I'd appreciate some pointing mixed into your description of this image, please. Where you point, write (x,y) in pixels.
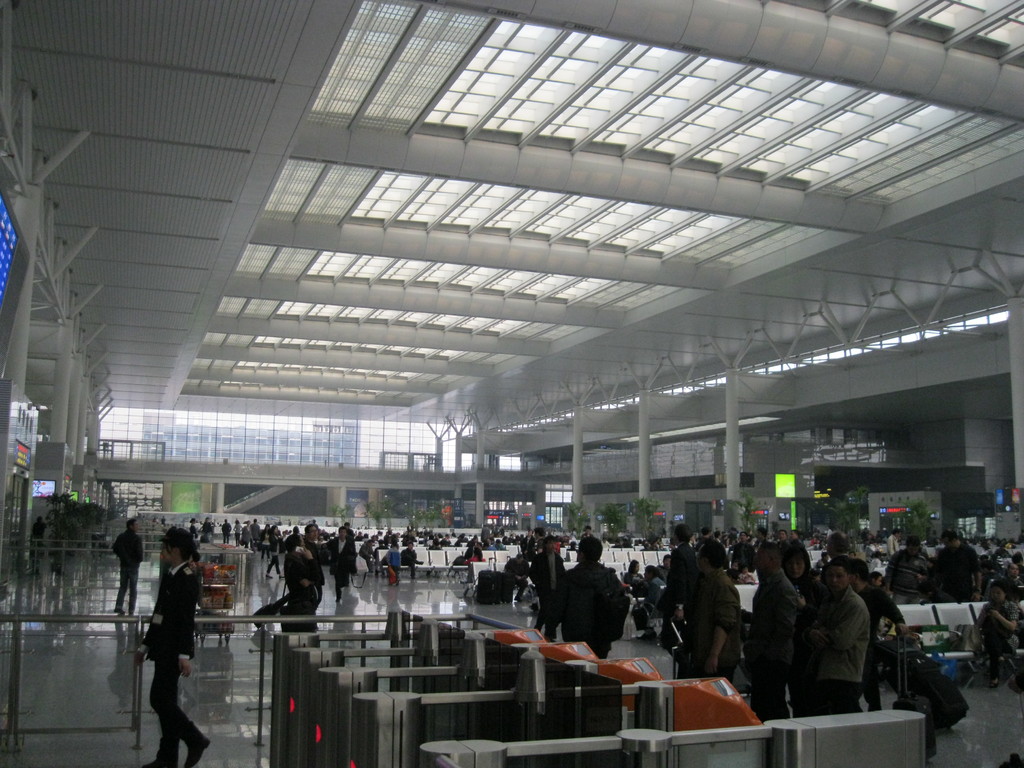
On the left side (172,757) a person (171,711) is walking, this person (168,738) wore black color coat (186,647). On the right side (834,615) few people (801,623) are standing.
